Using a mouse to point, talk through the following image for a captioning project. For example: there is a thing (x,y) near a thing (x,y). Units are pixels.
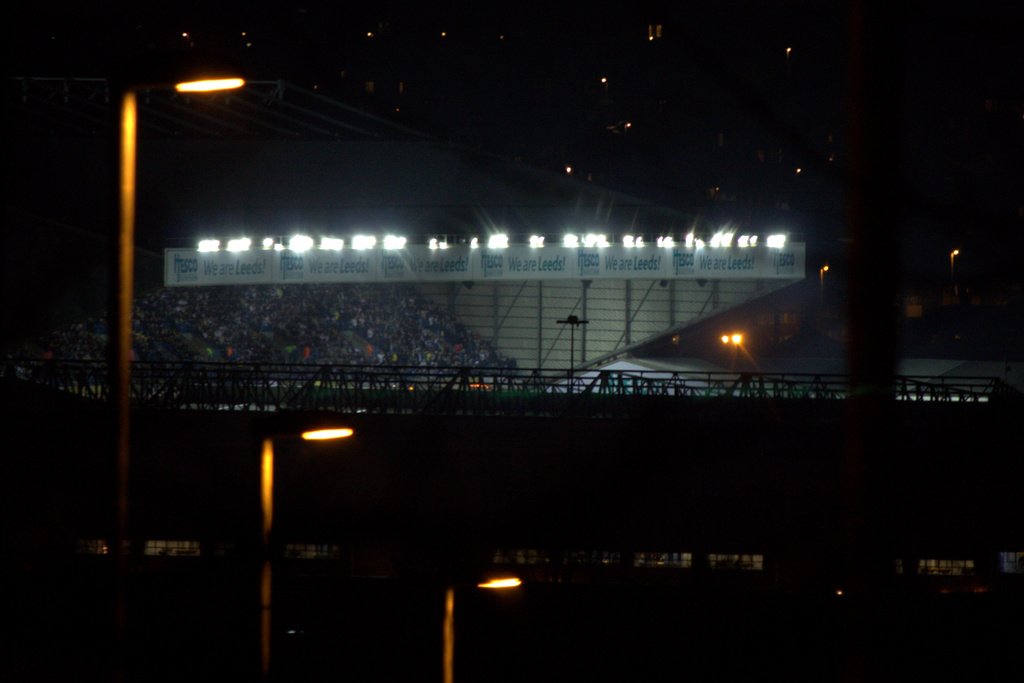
In this image, we can see poles (868,246) with lights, hoarding (733,263), roads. Background (974,95) there is a dark view.
